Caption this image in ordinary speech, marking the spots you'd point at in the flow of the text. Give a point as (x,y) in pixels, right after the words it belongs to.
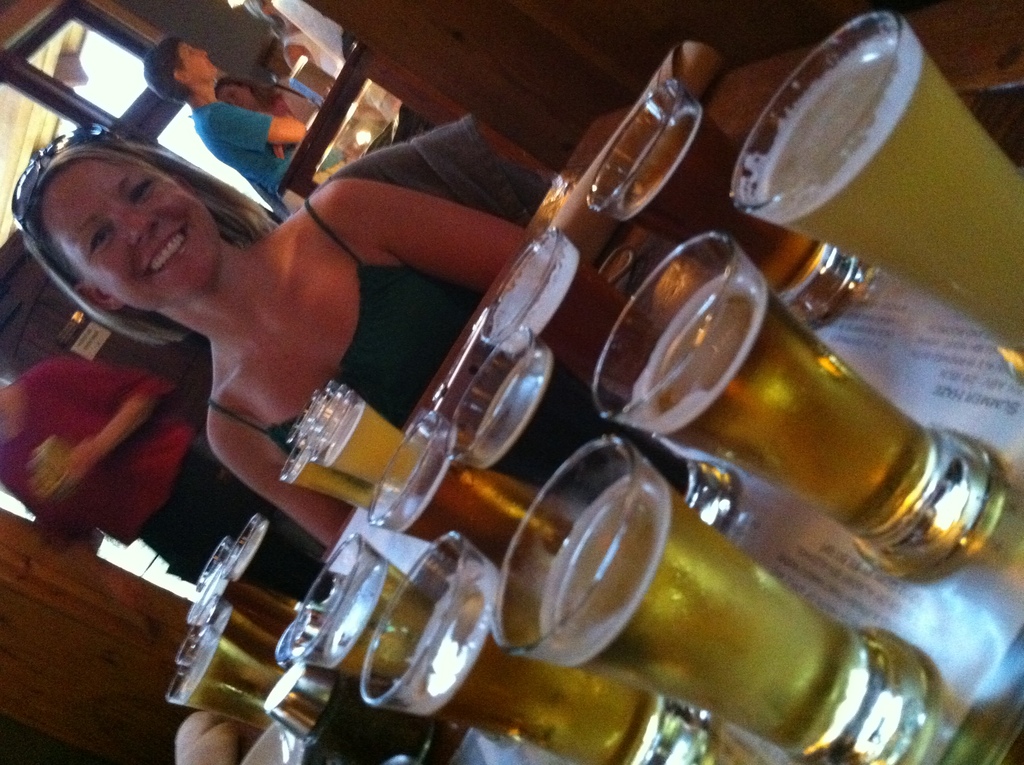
In this image, we can see glasses (544,528) on the table (793,553) which are filled with drink (214,680), and there is a lady (362,289) sitting and smiling. In the background (190,62), there are some people (277,54) standing.
